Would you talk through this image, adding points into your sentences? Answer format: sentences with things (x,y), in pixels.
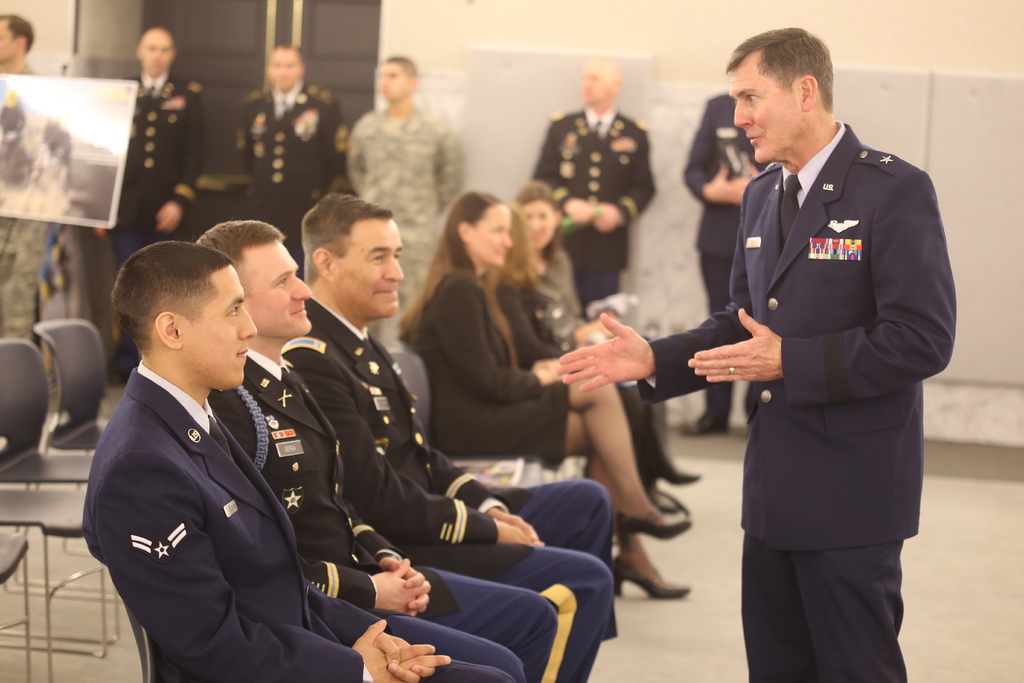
In the image there are many officers (261,353) and in the front (273,490) there is a person (793,274) standing and talking to the people (335,463) who are sitting in front of him and in the background (661,12) there is a wall (459,80) and there are few people (265,184) standing in front of a wall (486,146).
